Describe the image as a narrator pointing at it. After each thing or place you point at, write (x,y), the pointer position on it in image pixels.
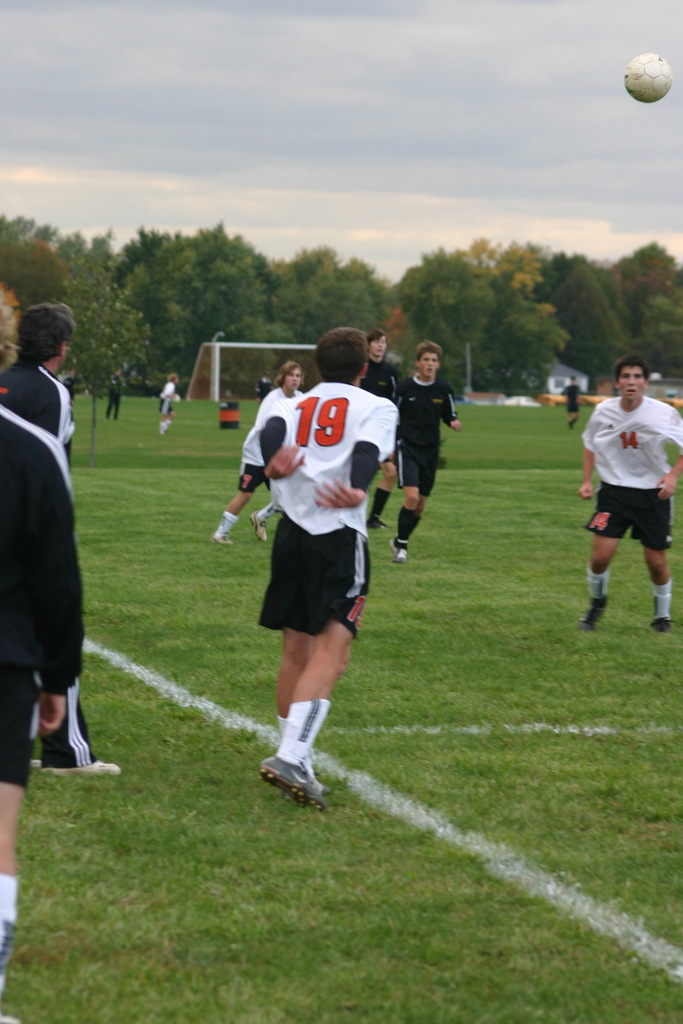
This is a playing ground (112,685). Here I can see few people (616,483) wearing t-shirts (394,410), shorts (306,602) and playing with a ball (628,84). In the background (218,385) there is a net (206,364) and trees (200,328). At the top of the image (281,150) I can see the sky (375,72).
